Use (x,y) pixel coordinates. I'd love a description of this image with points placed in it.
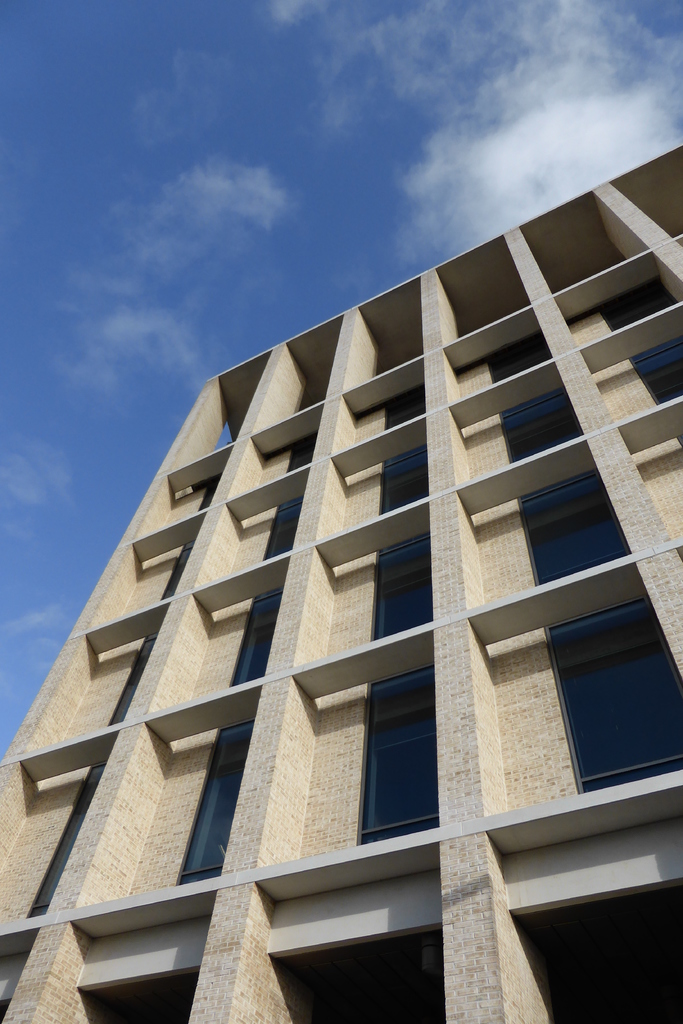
In this image there is a building (480,714). There are windows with the glasses (265,647). There are clouds (554,147) in the sky (363,253).
